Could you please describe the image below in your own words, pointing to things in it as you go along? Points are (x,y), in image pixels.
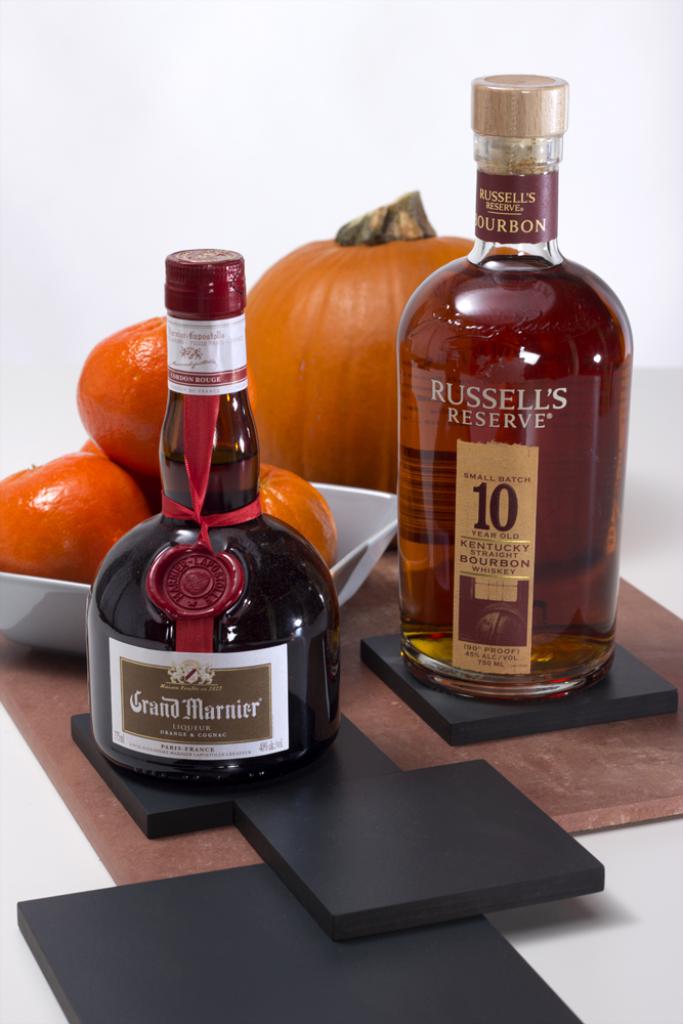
This picture contains two alcohol bottles (464,271) which are placed on black color coasters (374,771) and beside that, we see a bowl (58,594) containing oranges (143,521) and pumpkin (391,407) are placed on brown color pad (639,742).
